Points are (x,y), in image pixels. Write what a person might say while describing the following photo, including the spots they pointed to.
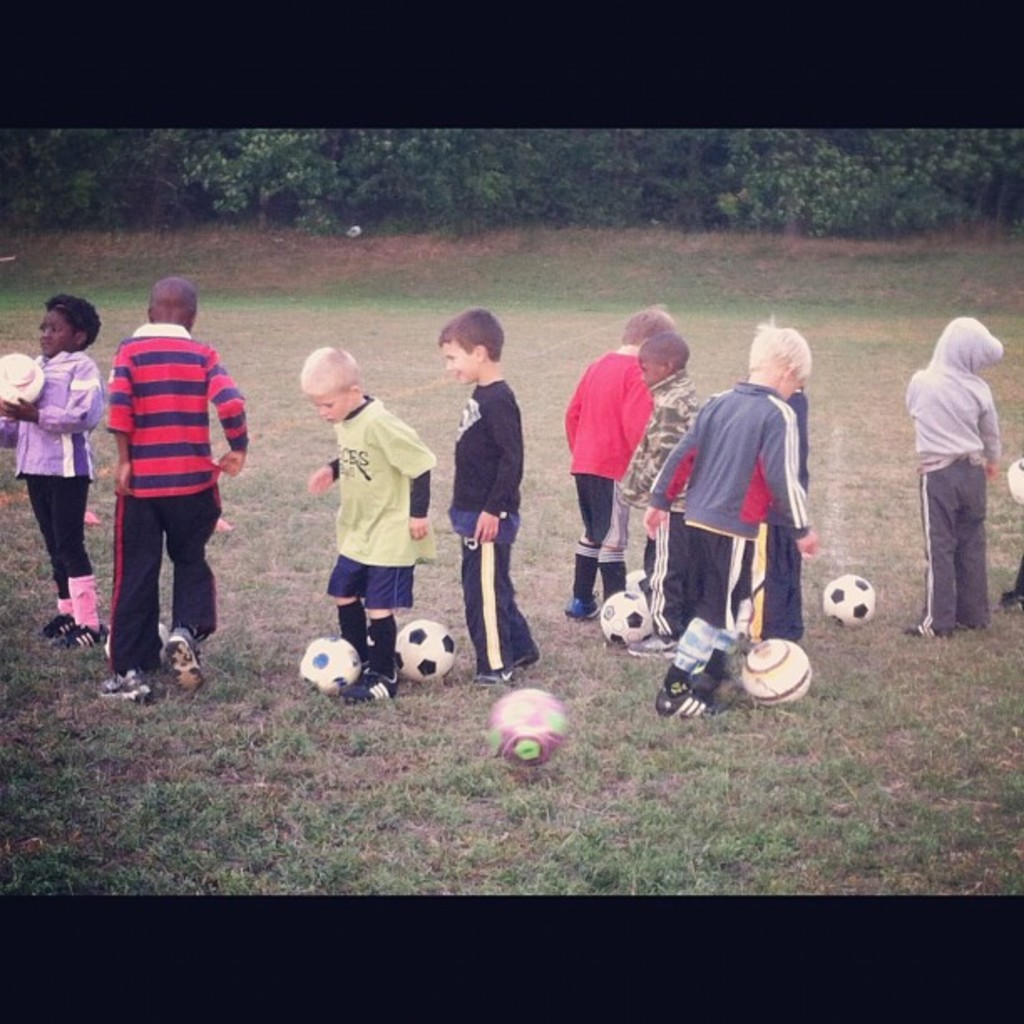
This image consist of nine children (171,378). All are playing football. It is clicked in the open space (570,725). To the left (51,475), the child (51,466) wearing purple jacket (72,465), is holding a football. In the background (131,190), there are many many trees (523,187) and plants (328,188). At the bottom (415,799), there is a green grass (322,820).
